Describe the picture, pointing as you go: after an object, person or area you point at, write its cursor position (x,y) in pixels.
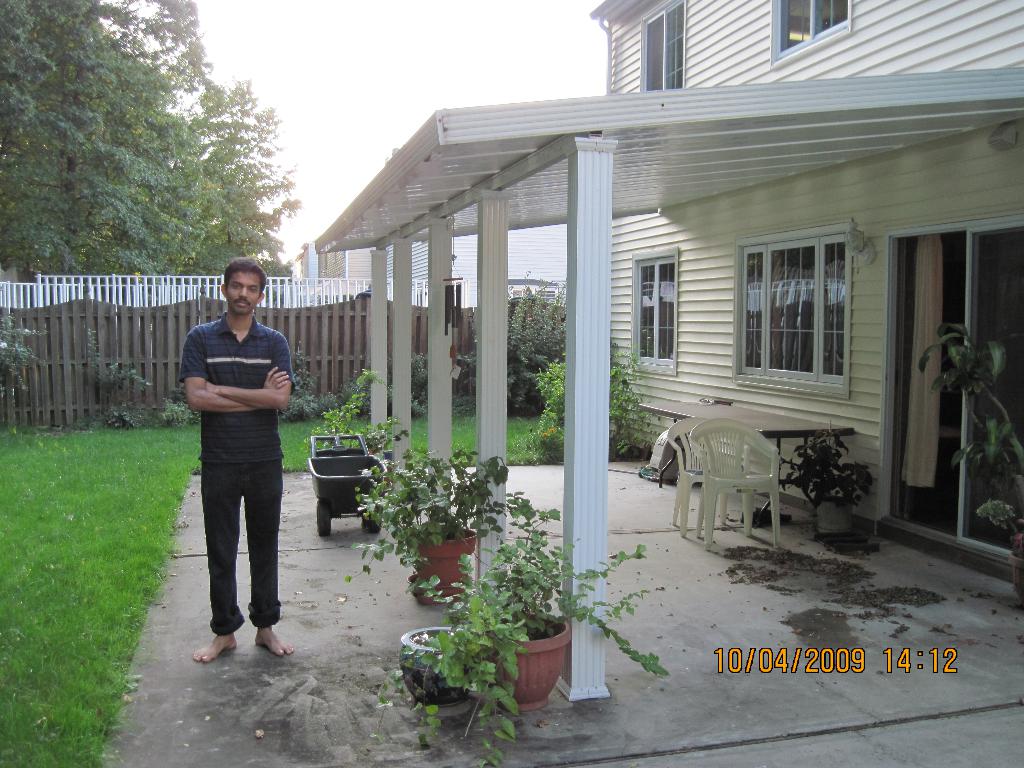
Here in this picture we can see a man (227,388) standing on the ground (241,660) and beside him we can see a house (909,39) with windows (834,370) and doors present and in the front (486,266) we can see a shed (486,266), under which we can see a table (657,408) and chairs (750,494) present and we can also see plants (433,503) present on the ground (538,462) and we can see some part of ground (123,558) is covered with grass (200,468) and behind him we can see a wooden railing (146,368) present and we can also see other houses (338,254) and trees (160,263) present.
